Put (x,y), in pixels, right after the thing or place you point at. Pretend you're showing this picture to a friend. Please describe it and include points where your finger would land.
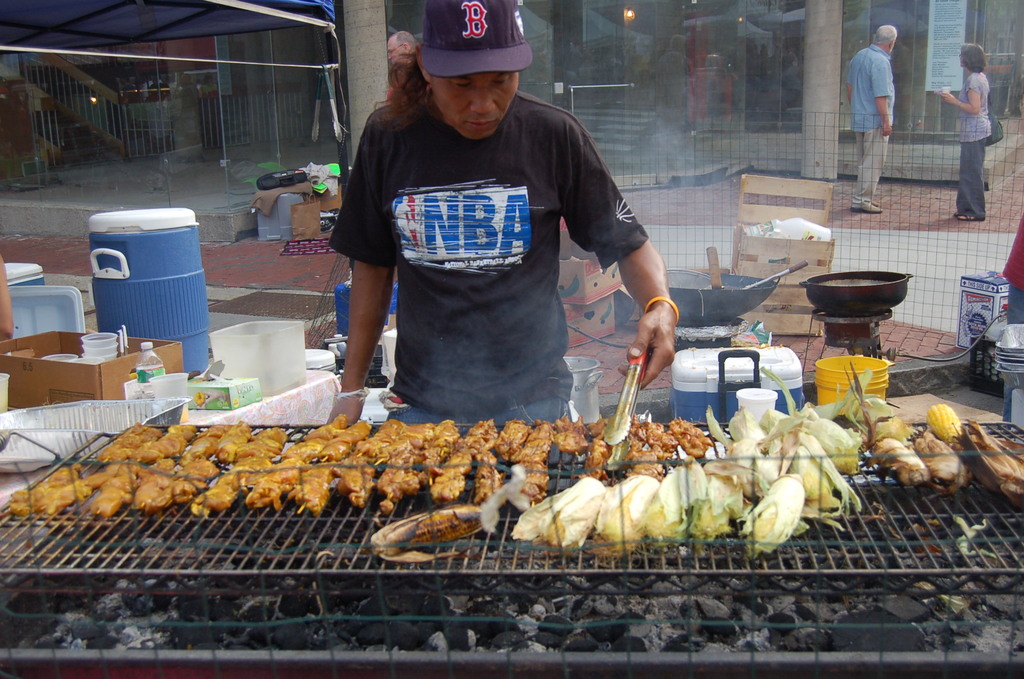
In this image there is a person (544,326) holding the tongs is frying the meat (299,483) on the barbecue grill (331,518), behind the person (429,307) there are some objects (179,322), behind the objects (613,280) there is a couple (856,118) standing and looking at a poster (943,77) on the glass wall (933,94), in the background of the image (590,55) there are pillars (369,79), stairs (90,85) and there is a building (582,78).
